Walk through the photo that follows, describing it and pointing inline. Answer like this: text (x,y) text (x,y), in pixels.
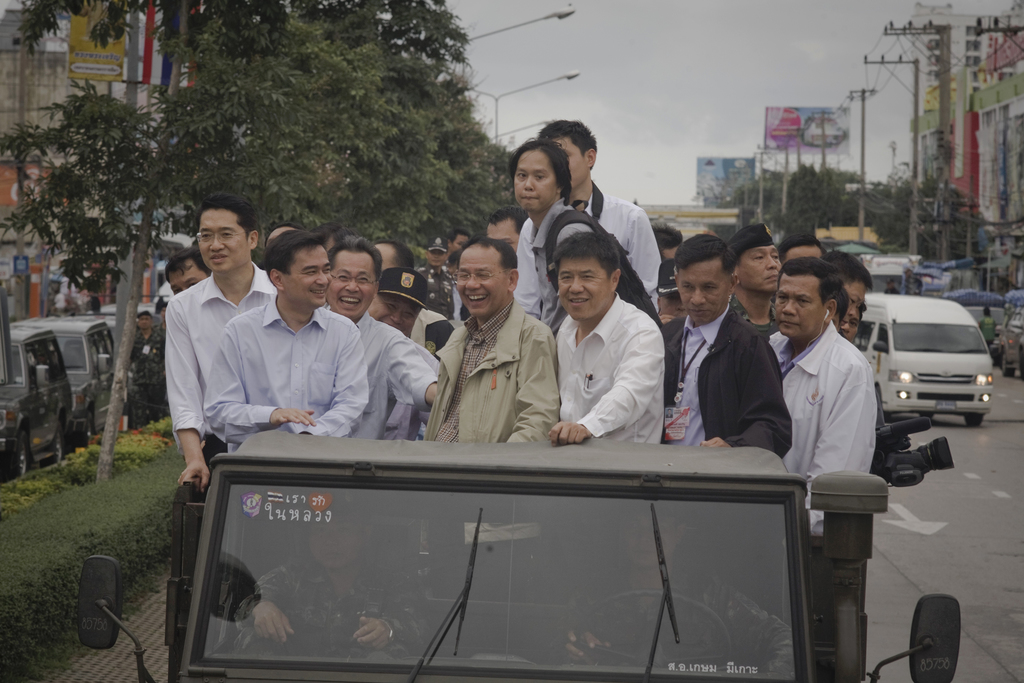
As we can see in the image there are group of standing people (397,327) on vehicles (312,619). There are trees (289,157), buildings (947,19), street lamps (553,14), current poles (942,100), banners (848,147), plants (11,642) and vehicles (102,326).
